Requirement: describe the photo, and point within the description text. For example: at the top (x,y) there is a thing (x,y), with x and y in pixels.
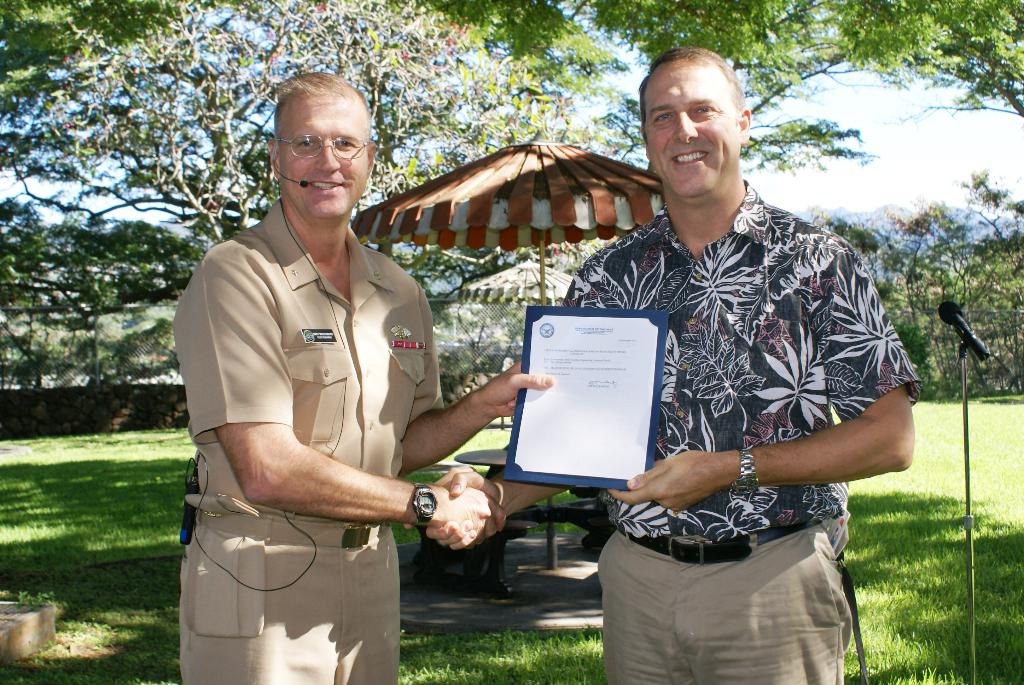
In the picture I can see two men (301,454) are standing on the ground (526,604) and giving shake hands (468,532) to each other. They are also holding an object (592,434) in hands (501,387). In the background (557,516) I can see trees (595,245), the grass (99,540), a table (502,455) umbrellas (551,190), a microphone (967,389), the sky (944,186) and some other objects (492,360).
